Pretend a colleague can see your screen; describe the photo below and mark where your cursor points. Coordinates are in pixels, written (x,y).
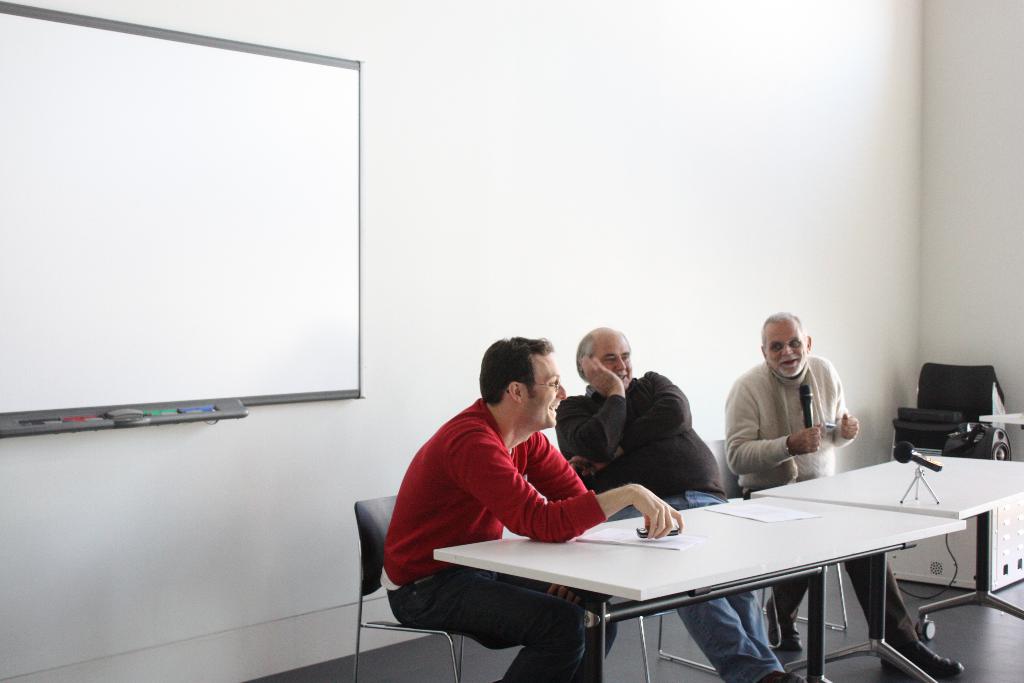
There are three men (571,534) sitting on the chairs (376,545) and smiling. These are the tables (858,524) with mike (912,455) and papers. This is a white board (327,304), which is attached to the wall (389,160). These are the marker pens (83,419) and duster (140,414). I can see an object (953,370), which is at the corner.
